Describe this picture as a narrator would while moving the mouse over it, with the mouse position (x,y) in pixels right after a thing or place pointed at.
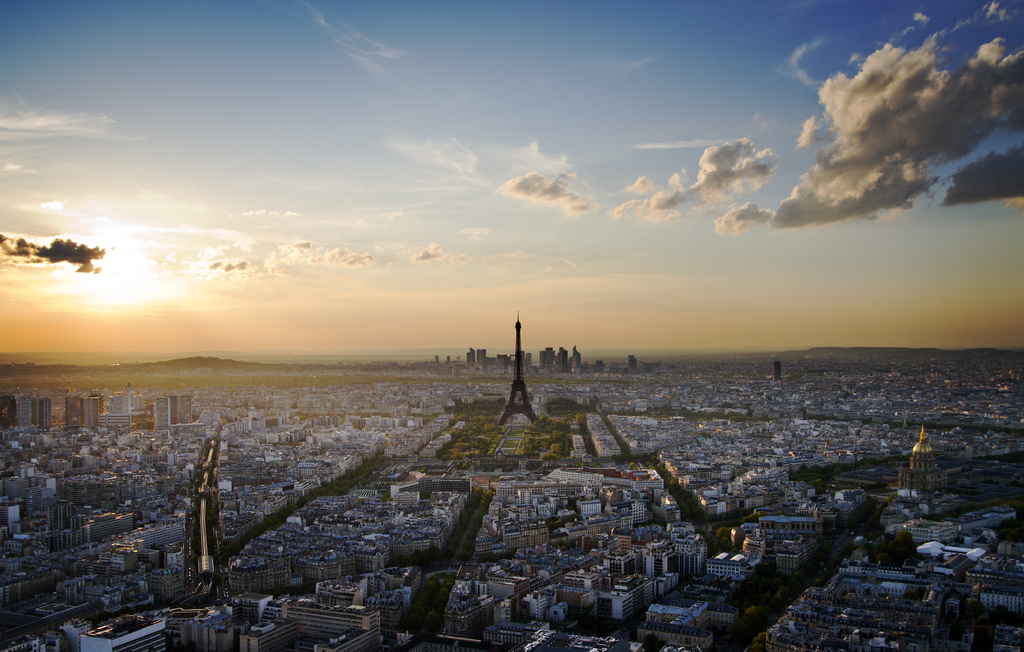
In this image we can see the aerial view of a city (591,472), there are some buildings (739,496), tower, mountain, also we can see the sun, and the cloudy sky (650,193).
